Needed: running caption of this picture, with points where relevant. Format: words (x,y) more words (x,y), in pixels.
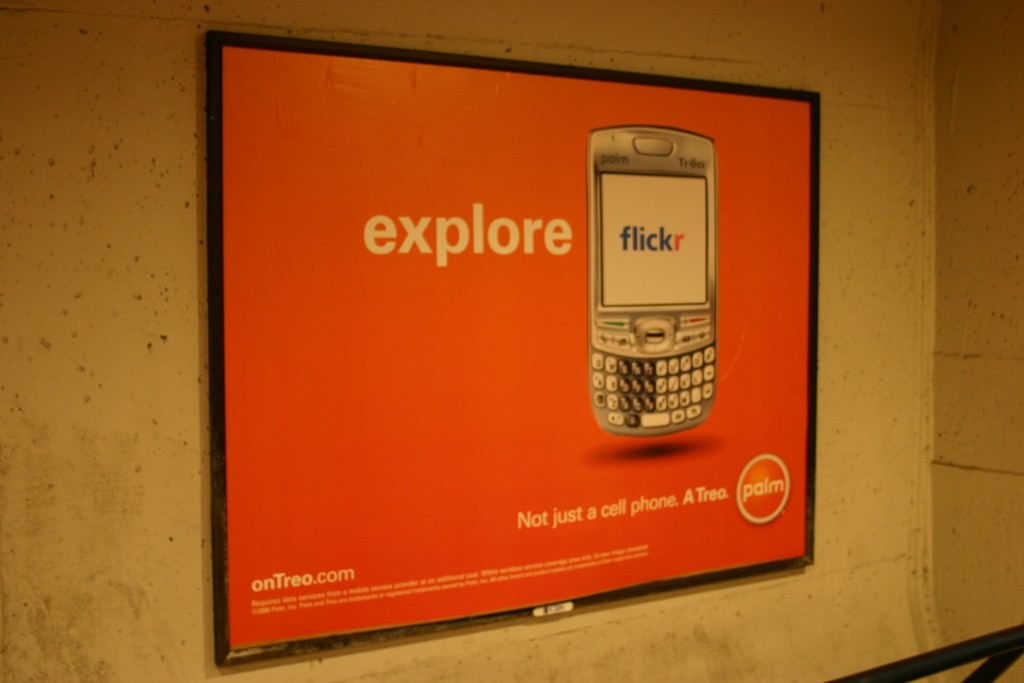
In this image, we can see the wall (22,313). We can also see a board (674,218) with some image (632,343) and text (545,523). We can also see an object (1014,644) in the bottom right corner (962,653).
